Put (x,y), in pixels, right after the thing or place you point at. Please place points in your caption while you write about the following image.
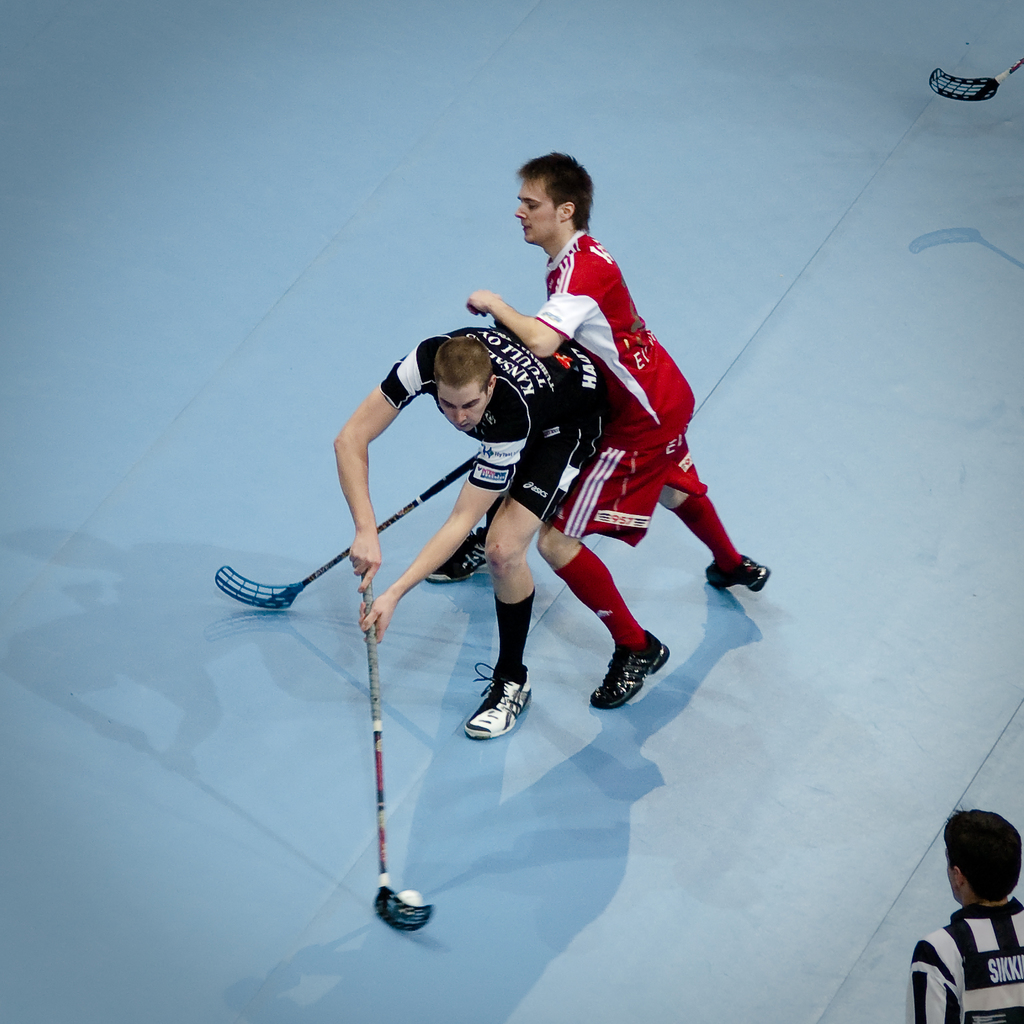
In the foreground of this picture (597,587), there are two men (568,391) on the floor (633,711) playing the floor ball. On the bottom right corner (952,947), there is a man (963,921) and on the top (974,79), there is a bat (961,80).
